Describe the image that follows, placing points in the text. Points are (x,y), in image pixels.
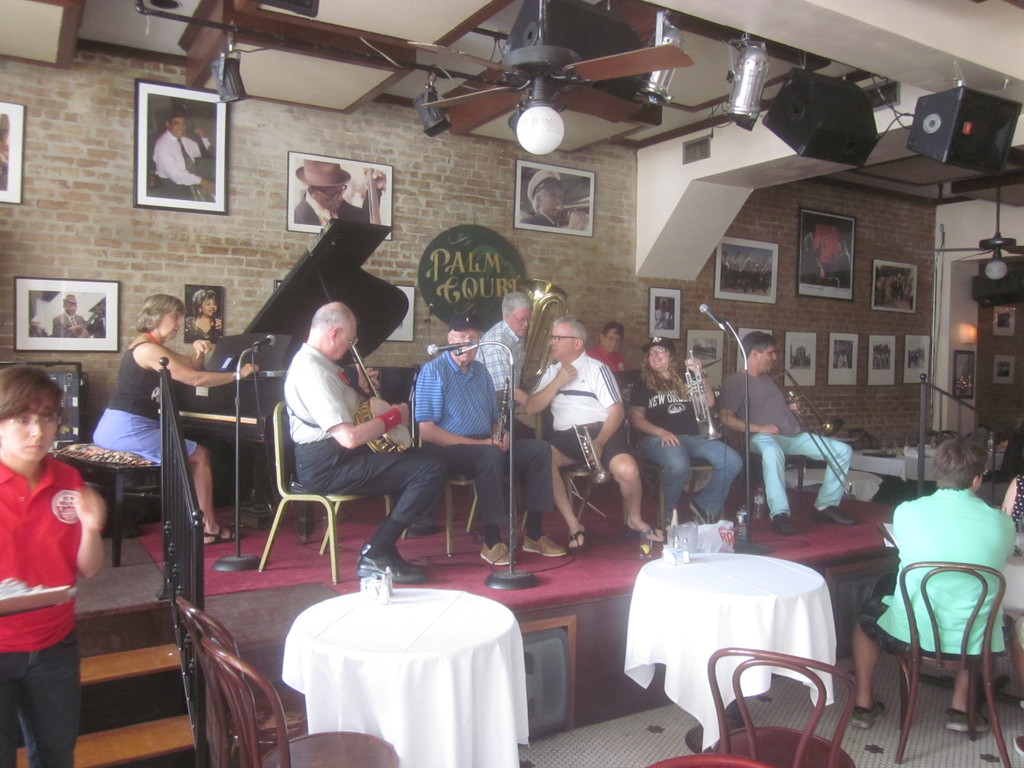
In this image there are group of persons (674,425) sitting in a room (643,261) playing musical instruments (364,405) at the left side of the image (94,518) there is a lady person (49,573) walking and at the right side of the image (952,568) there is a person (964,589) sitting on the chair (948,563) at the top of the image (647,89) there are lights (741,118), sound box (829,141) and fan (492,120). At the background of the image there are paintings (675,307) attached to the wall (52,241).
